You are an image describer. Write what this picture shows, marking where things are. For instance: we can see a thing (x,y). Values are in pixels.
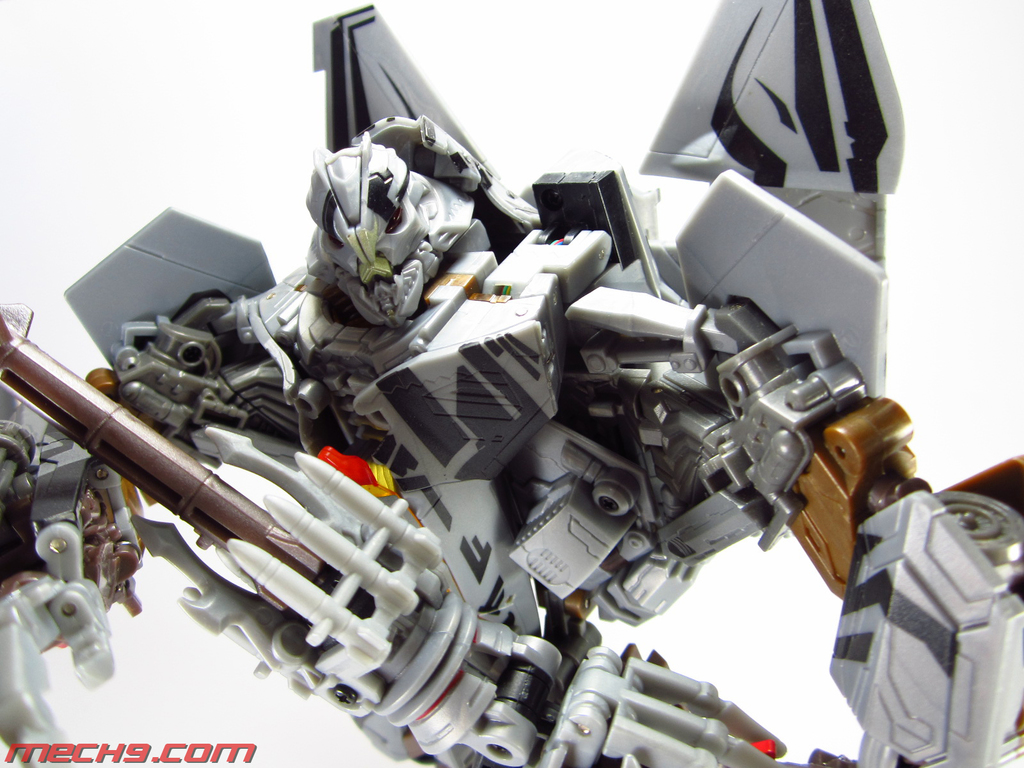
In this picture there is a toy (381,465). In the bottom left (71,753) there is a text (93,753). At the back (254,97) there is a white background (564,99).
